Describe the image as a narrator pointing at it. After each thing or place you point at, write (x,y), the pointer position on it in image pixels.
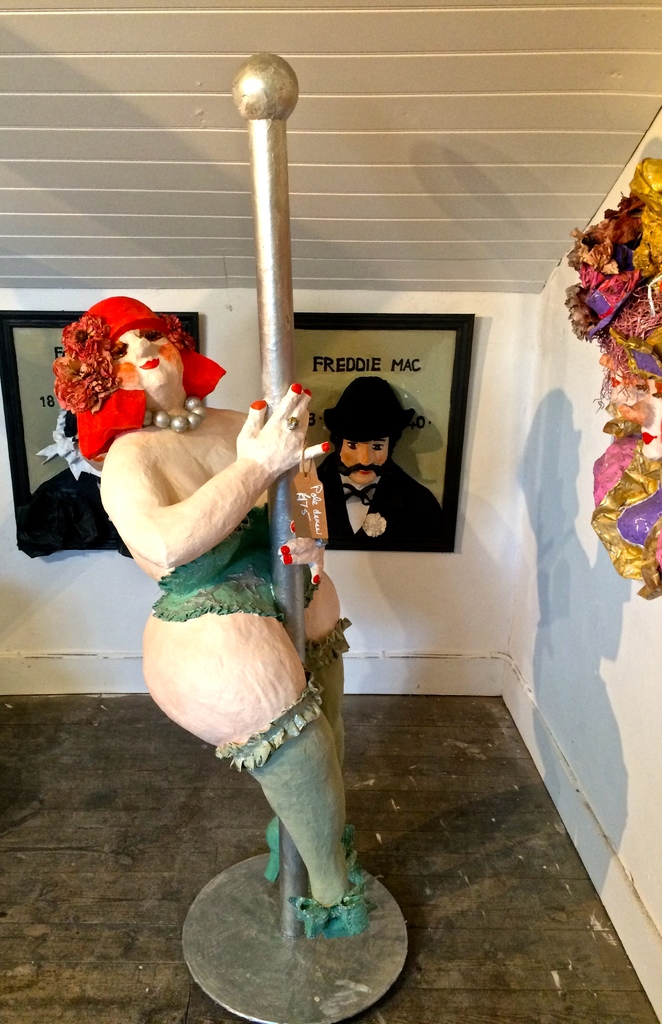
There is a statue (256,635) at the bottom of this image (318,864). We can see a wall (488,539) in the background (480,315). There are two photo frames (46,439) attached to it. There is an object (601,396) attached to the wall (552,424) which is on the right side of this image (644,286).
